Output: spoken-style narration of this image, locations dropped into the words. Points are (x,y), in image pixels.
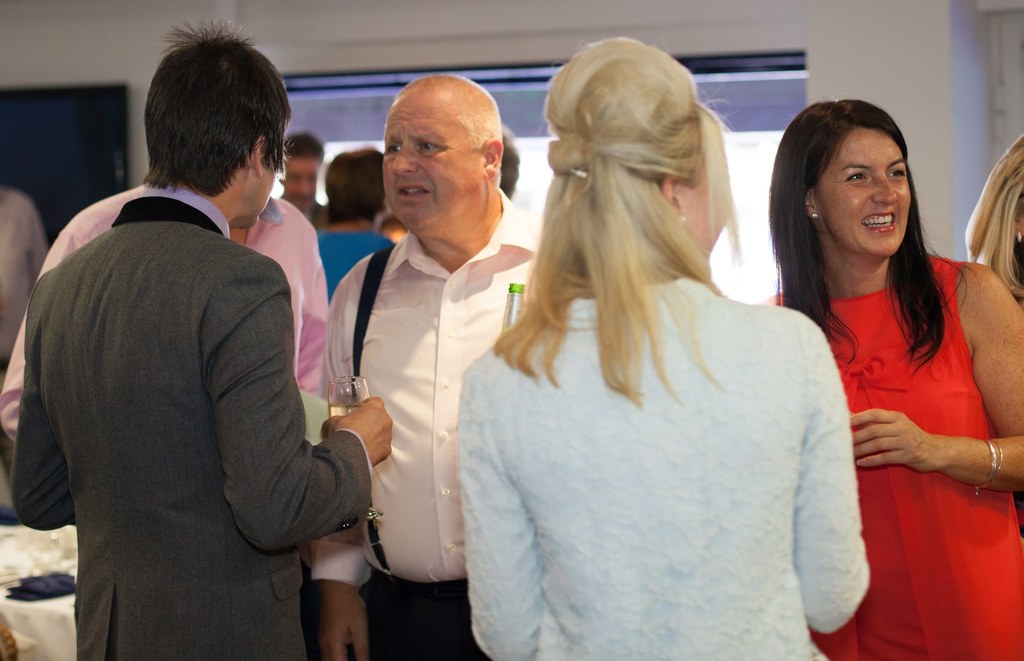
In this picture we can see a group of people (405,422) standing and a woman (885,594) smiling and a man (96,342) holding a glass (346,404) with his hand (360,419) and some objects (19,544) and in the background (810,88) we can see the wall (355,37) and some objects (302,119).
